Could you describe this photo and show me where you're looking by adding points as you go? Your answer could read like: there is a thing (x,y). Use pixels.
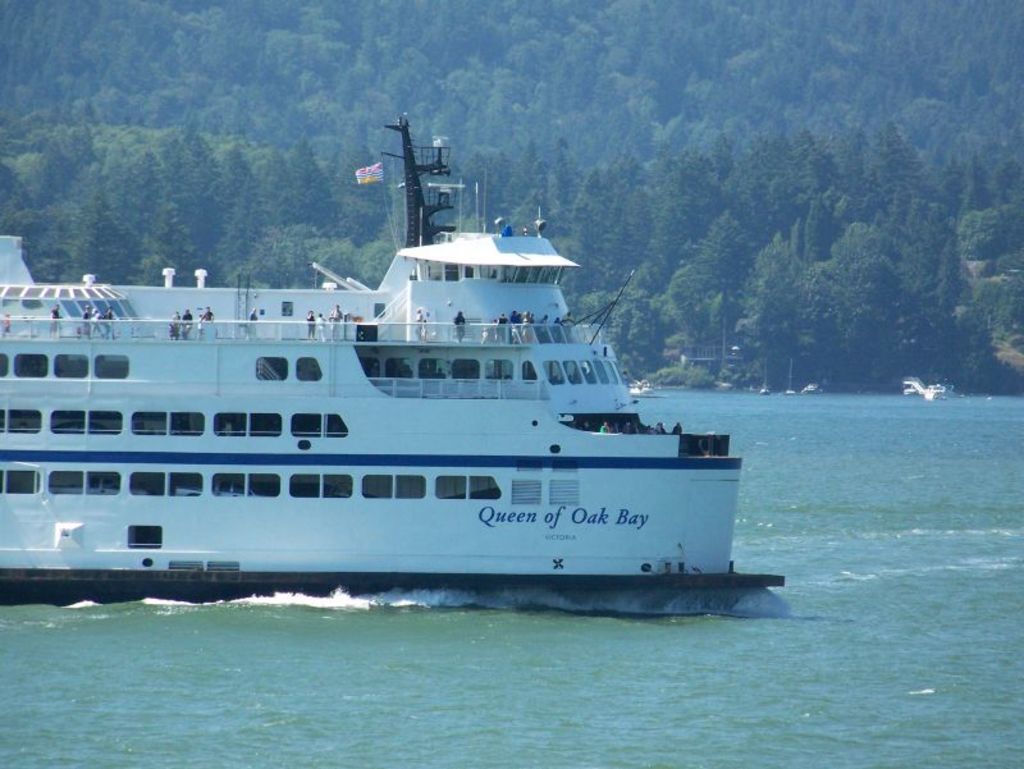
In this image we can see a ship (319,468) on the surface (801,641) of the water (584,670). Background of the image (804,227) so many trees (703,155) are there.
